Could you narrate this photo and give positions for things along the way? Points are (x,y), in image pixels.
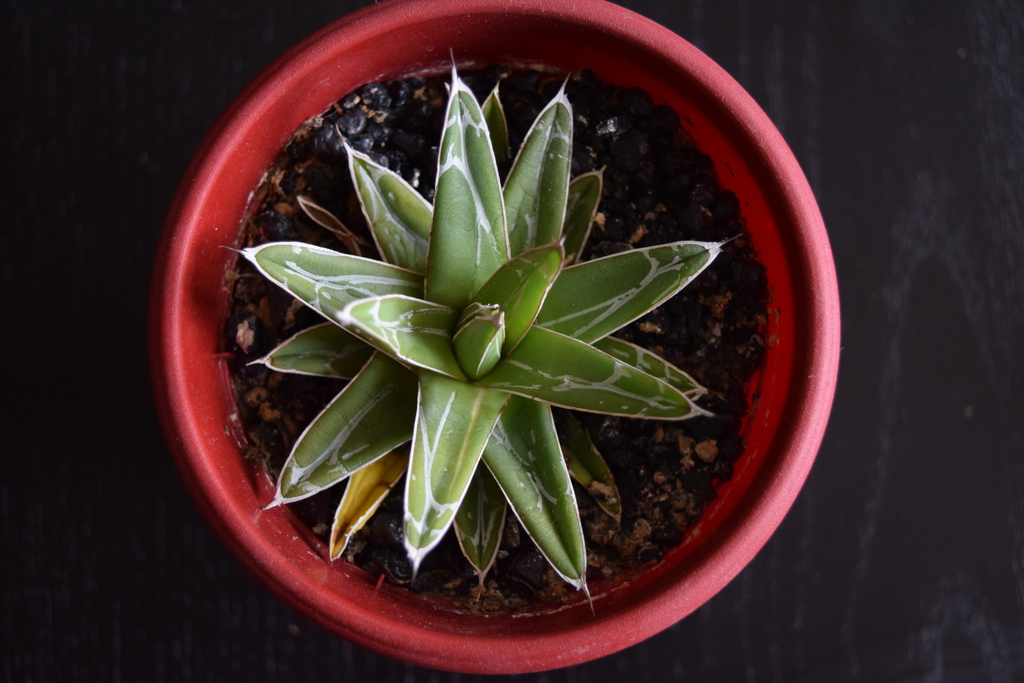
In this image I can see a plant (443,302) in a red colour pot (320,90). I can also see black colour in the background (50,626).
